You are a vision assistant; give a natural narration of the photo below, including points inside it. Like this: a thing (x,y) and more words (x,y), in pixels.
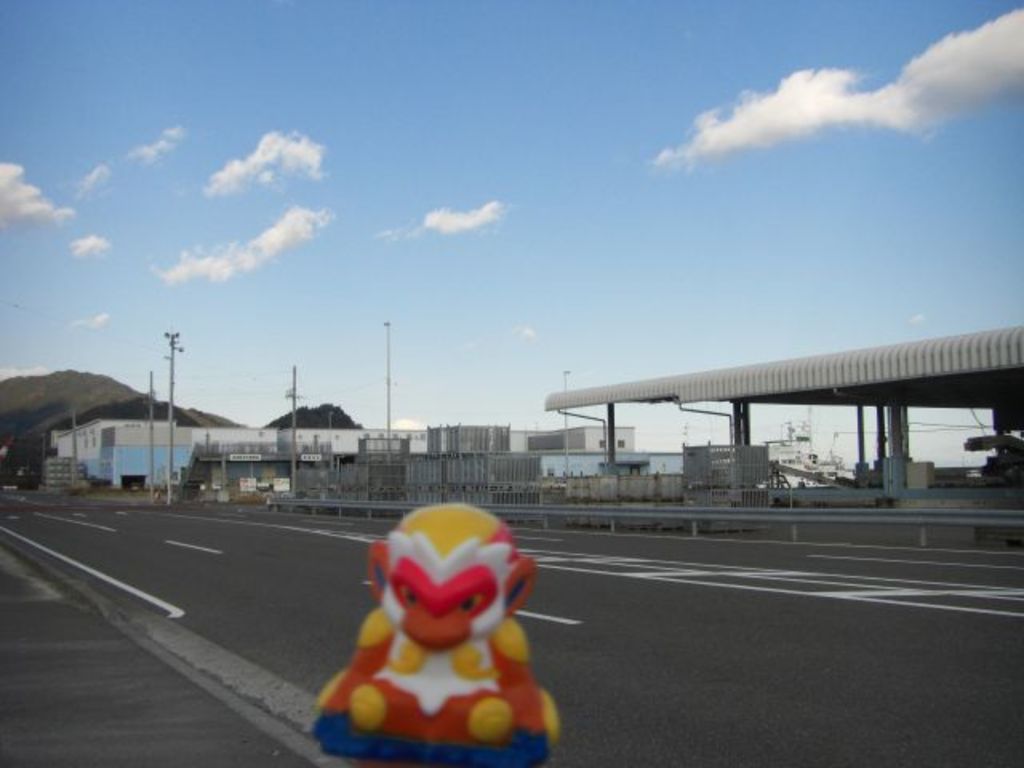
In the image we can see a road (833,608) and white lines (755,571) on the road (734,575). There is a toy (458,629), electric poles (294,382), light pole (565,411), mountain (75,375), buildings (626,462) and a cloudy sky (213,192).
